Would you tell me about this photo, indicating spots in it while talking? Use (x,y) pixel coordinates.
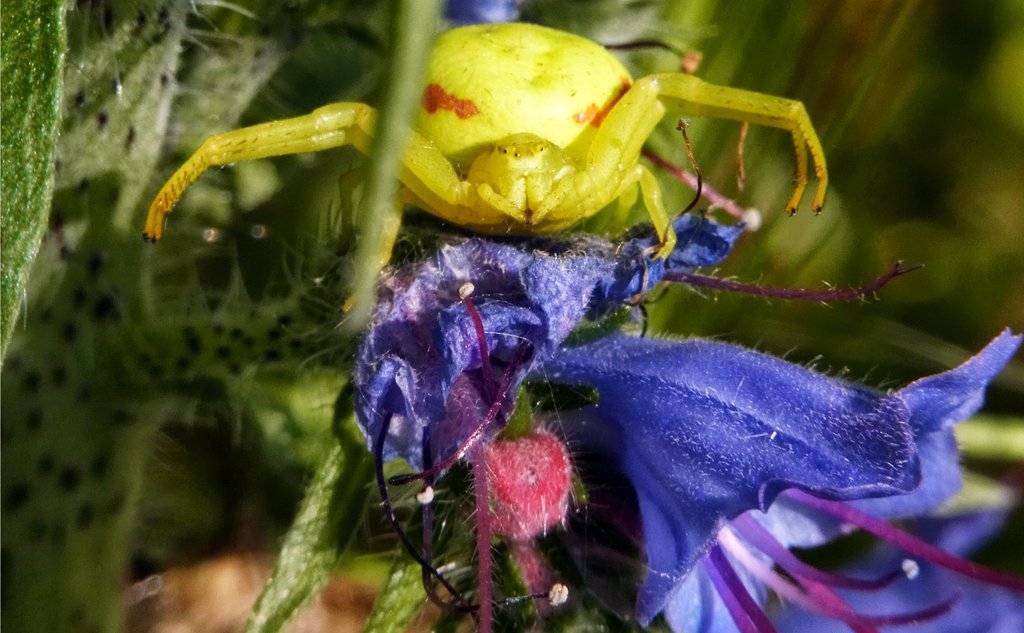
In this image there is an insect (504,205) on the flower (487,396).
